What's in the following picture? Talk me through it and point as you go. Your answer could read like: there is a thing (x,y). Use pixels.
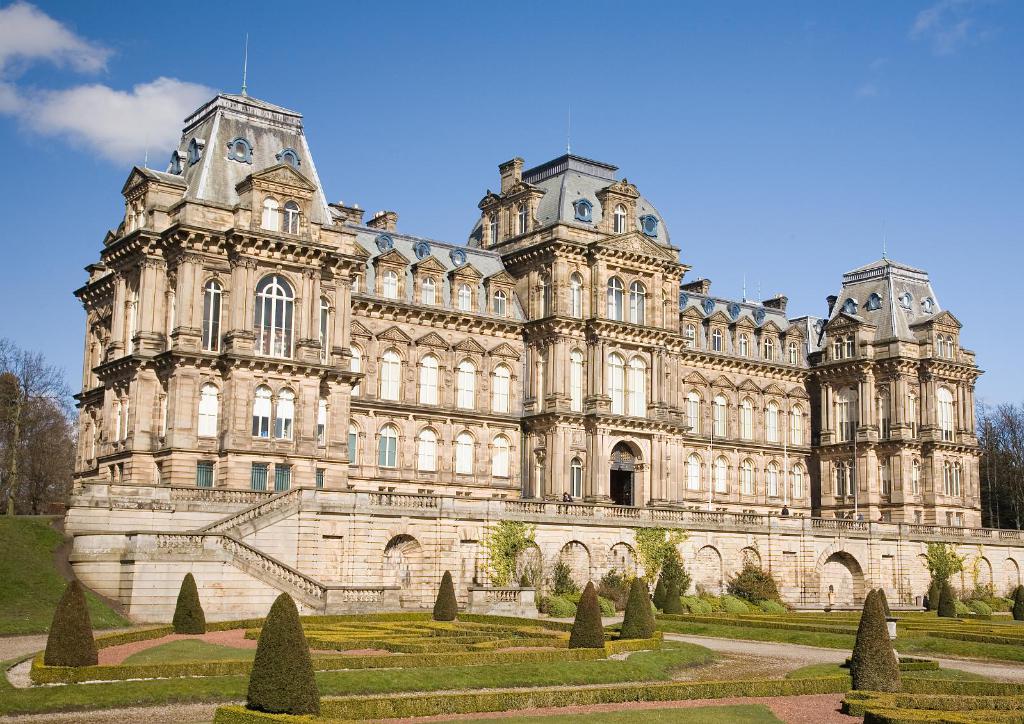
In this image I can see a fort (492,418), in front of fort (215,613) I can see bushes (869,613) and plants (883,613) at the top (322,122) I can see the sky (649,83).
